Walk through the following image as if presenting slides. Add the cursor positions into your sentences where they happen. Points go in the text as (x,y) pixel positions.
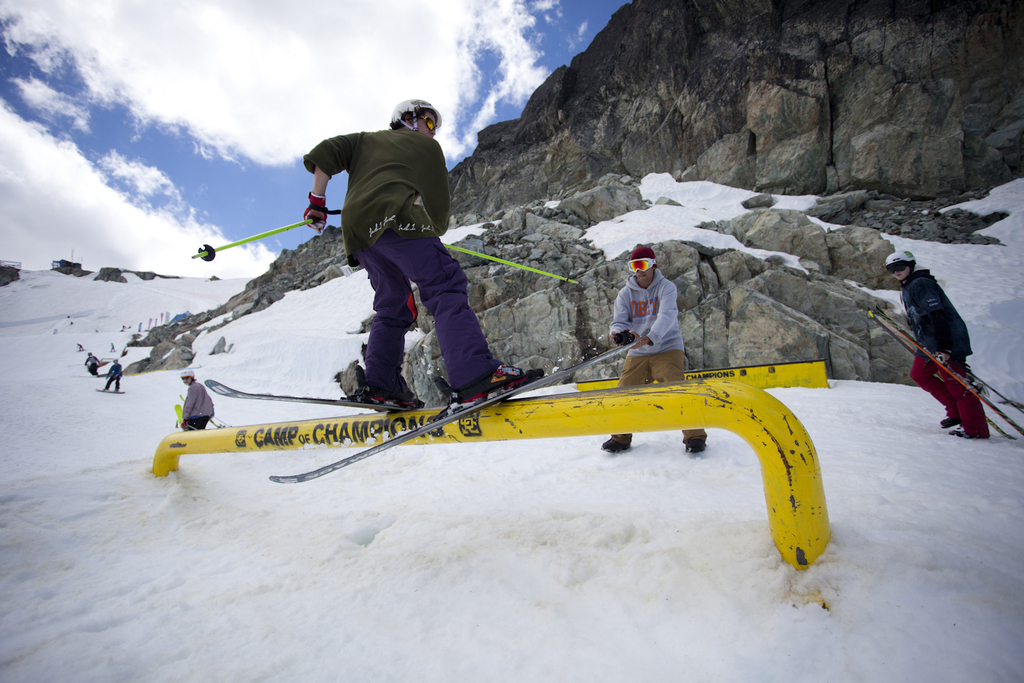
In this image I can see snow (96,344) all over the ground (88,400) and few people (438,307) with ski boards (565,370) and sticks (488,258). I can also see sky (442,104) with clouds (19,228).
